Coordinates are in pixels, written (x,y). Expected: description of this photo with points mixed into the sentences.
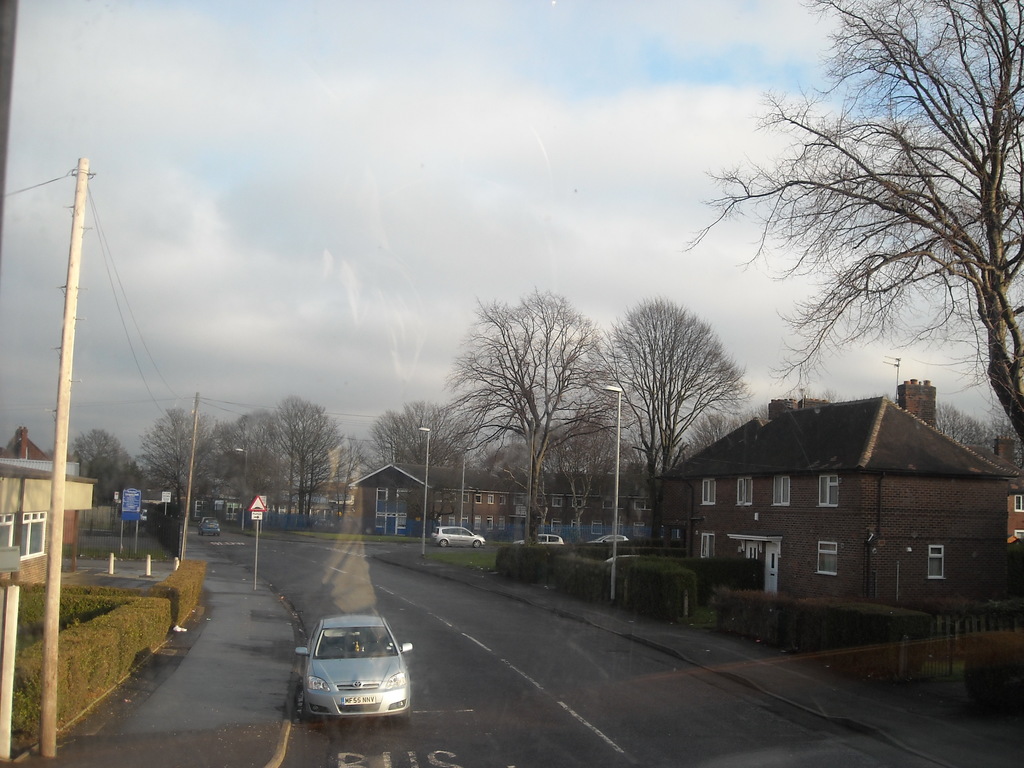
In this image we can see a few vehicles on the road (435,596), houses (707,454), windows (711,492), plants (81,596), dried trees (305,460), electrical poles (57,516), street lights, at the top (703,254) we can see the sky (759,303) with clouds (633,156).
